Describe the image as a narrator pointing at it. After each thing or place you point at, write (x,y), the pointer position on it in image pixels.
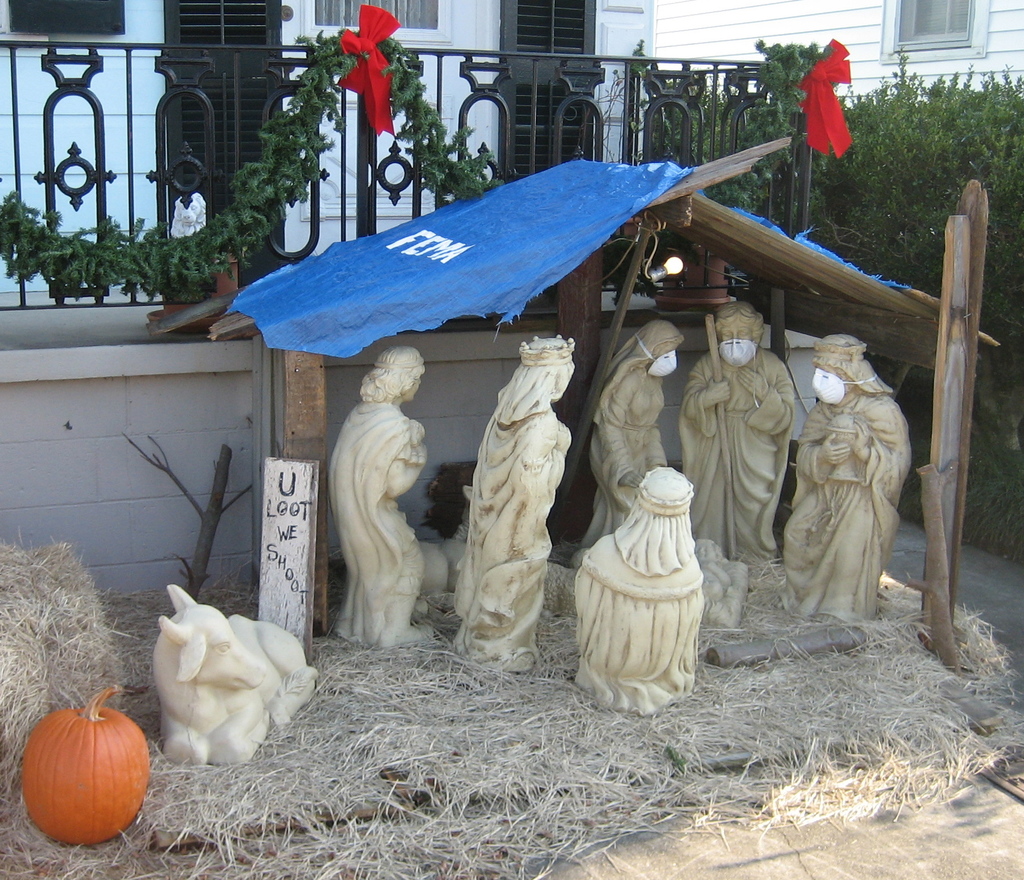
In this image there are statues (339,469) under the tent (332,284). There is a pumpkin (121,748). At the bottom of the image (586,774) there is a dried grass (562,740). In the background of the image (691,260) there are trees (946,139), buildings (668,46) and a metal fence (472,77).
